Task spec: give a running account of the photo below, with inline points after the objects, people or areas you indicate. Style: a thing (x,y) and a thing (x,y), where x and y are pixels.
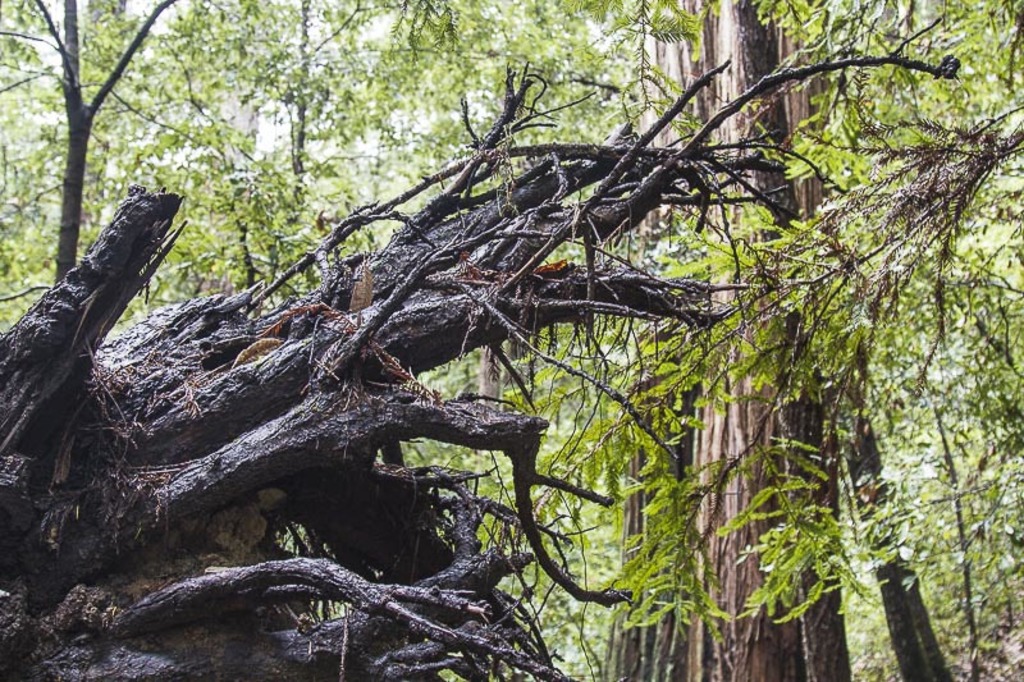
In front of the image there is a tree (426,547) with dried branches (481,327). Behind that there are trees (277,109).
